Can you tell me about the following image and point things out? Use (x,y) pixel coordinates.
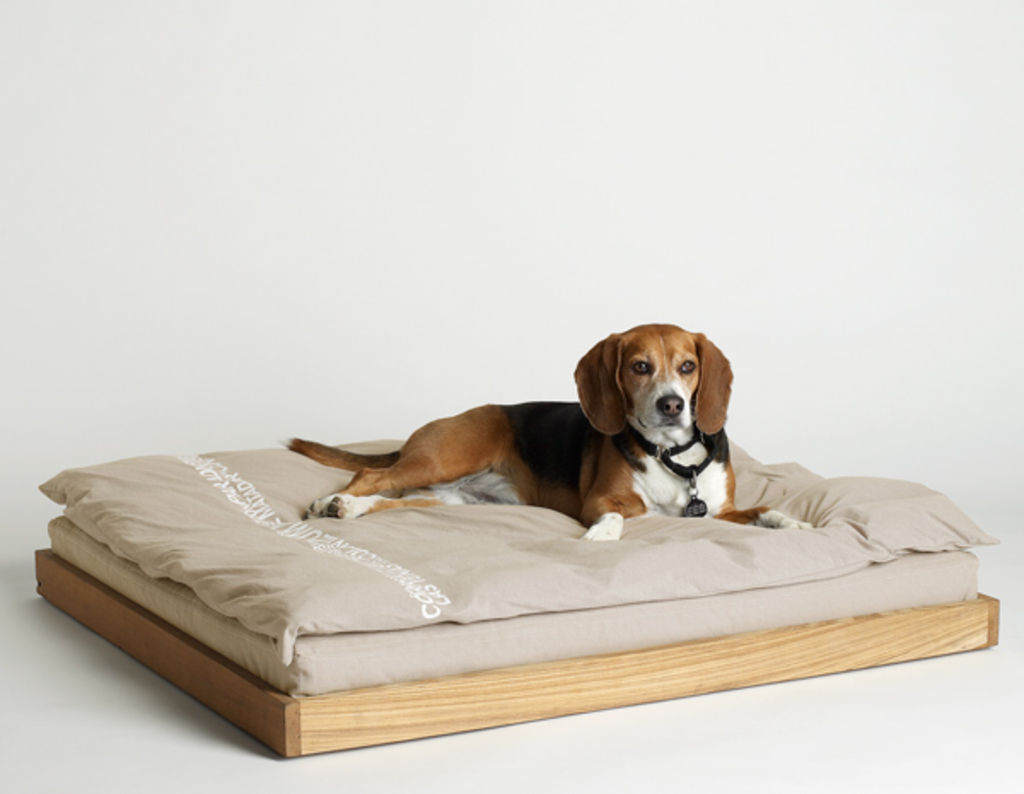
In this image I can see a dog (640,400) is laying on the bed (574,586). Under the bed (361,647) there is a wooden plank (585,689). The background (814,248) is in white color.
